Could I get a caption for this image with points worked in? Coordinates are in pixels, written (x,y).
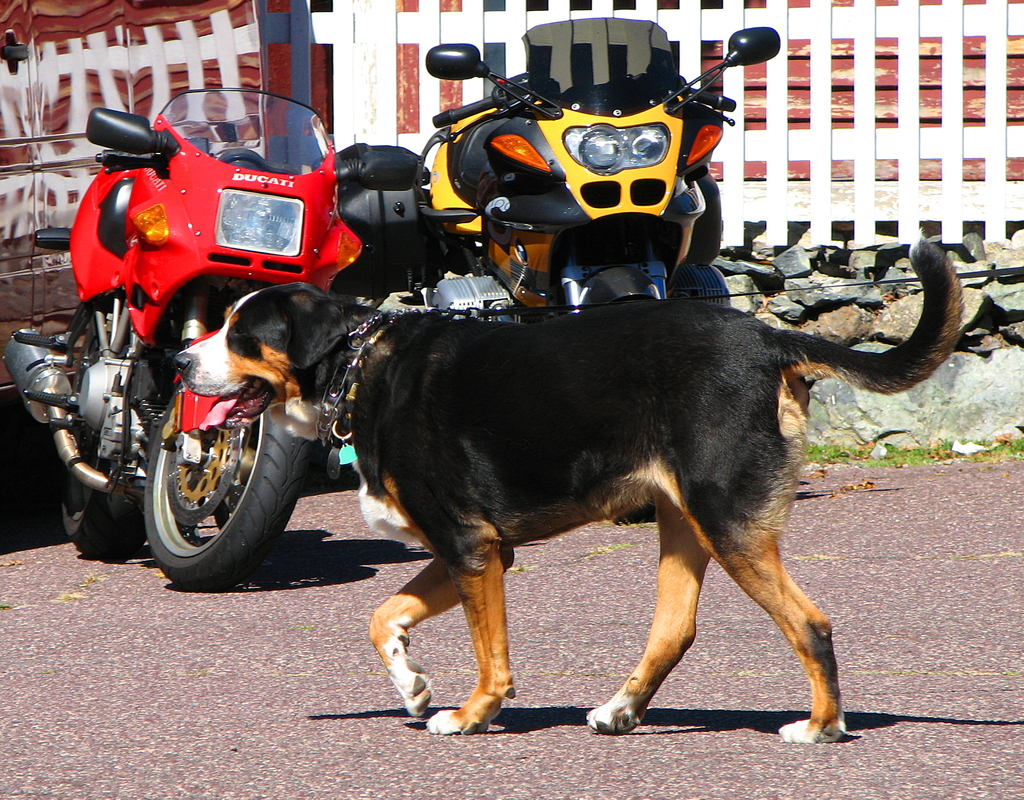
This image consists of a dog (285,393) in brown and black color. At the bottom (492,784), there is a road (267,755). Behind the dog (686,328), there are two bikes (626,253) in red and yellow color. In the background (599,17), there is a fencing (728,141) made up of wood (347,80). And there are rocks (899,434).
